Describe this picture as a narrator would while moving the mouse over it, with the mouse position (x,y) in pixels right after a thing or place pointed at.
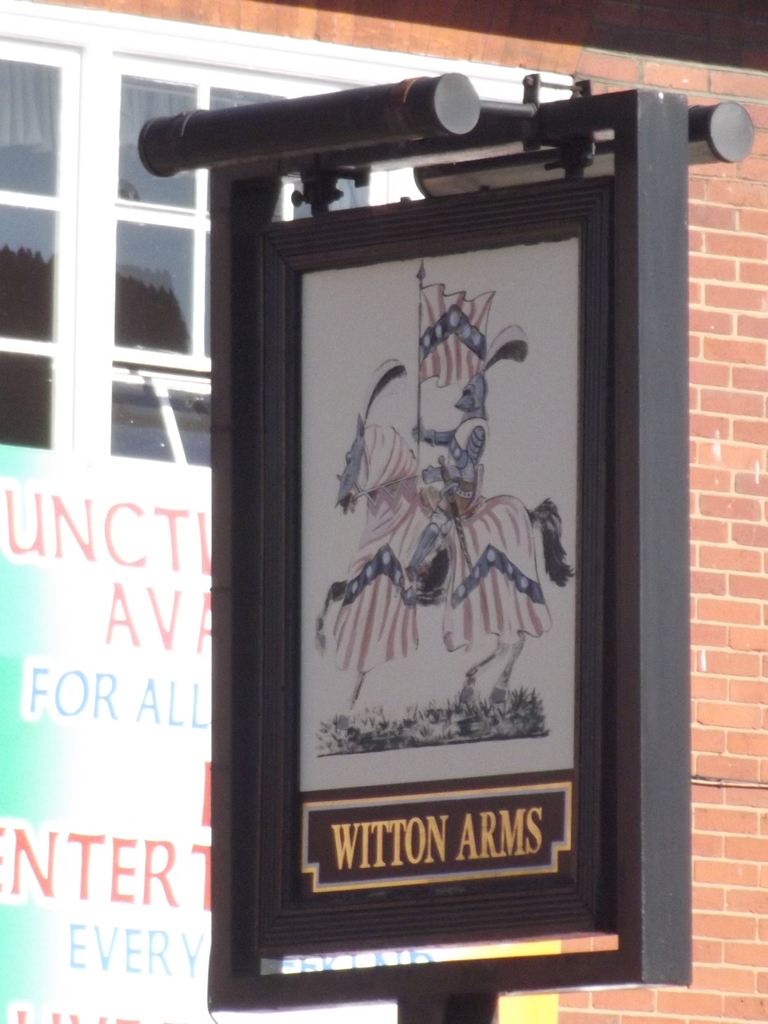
In the image there is a black frame board (237,608) with a poster (406,439). On the poster (408,508) there is an image (381,717) and something written on it. Behind the poster (384,554) there is a brick wall (754,745) with glass window (390,68) and also there is a poster (124,660) with something written on it.
